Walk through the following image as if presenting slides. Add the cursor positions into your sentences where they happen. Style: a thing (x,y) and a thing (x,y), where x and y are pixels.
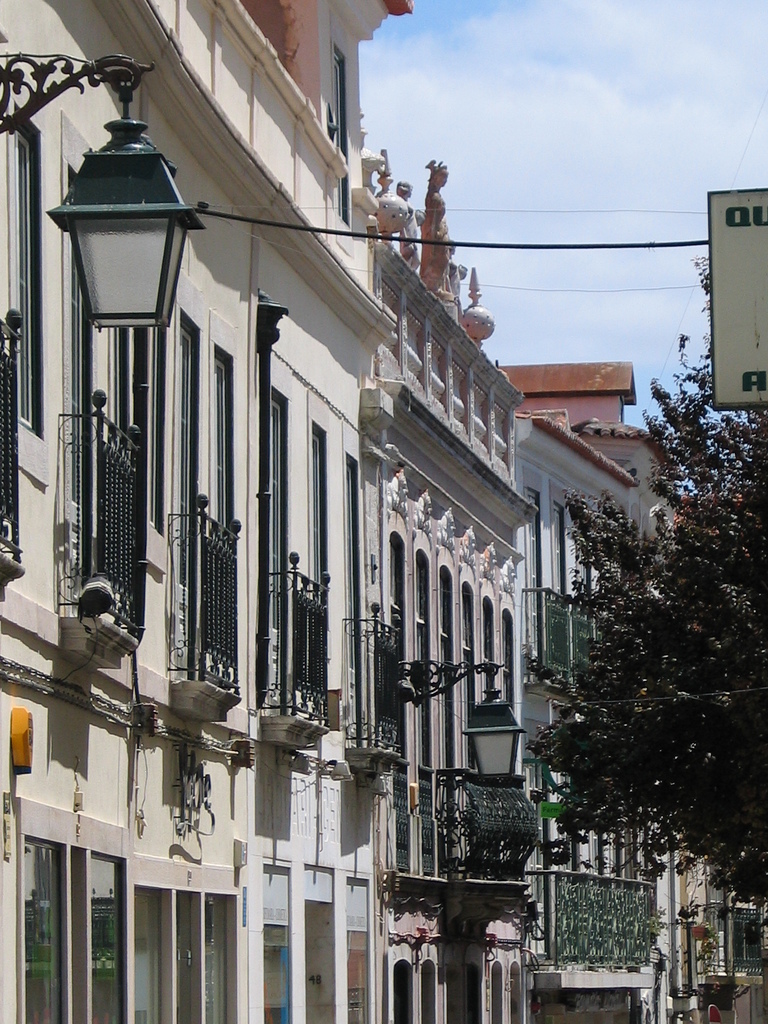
In this image we can see some buildings (386,607) with windows (391,607) and the railing (376,644). We can also see some street lamps (462,662), a tree (649,824), a board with some text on it, some wires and the sky (506,138) which looks cloudy.
